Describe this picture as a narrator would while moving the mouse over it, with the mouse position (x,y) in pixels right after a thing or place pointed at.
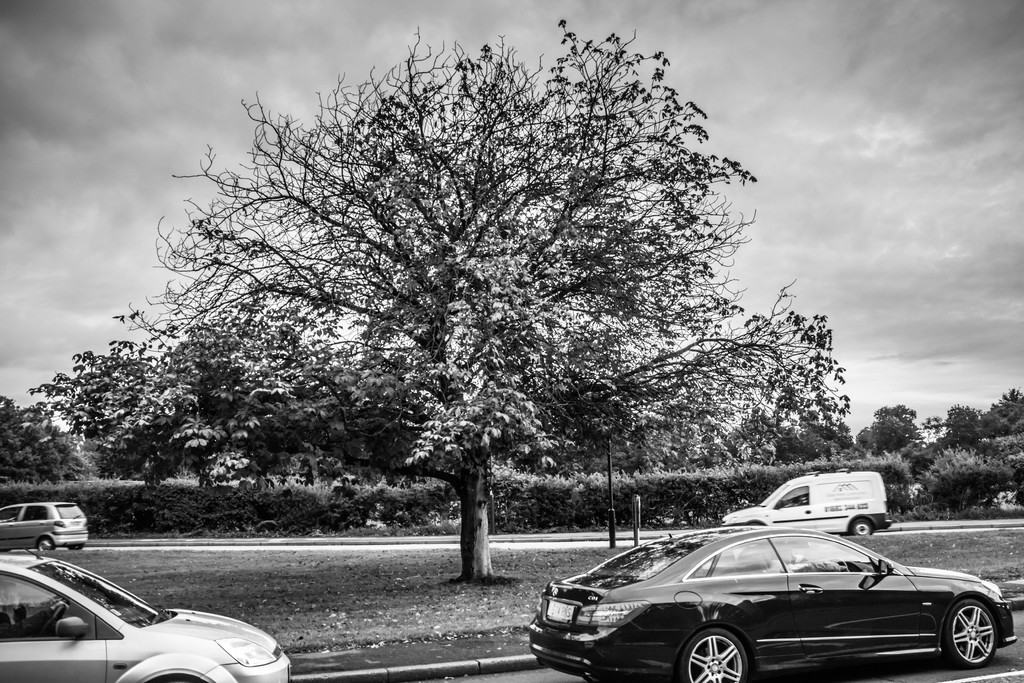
At the bottom of this image (118,623), there are two vehicles (860,566) on a road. In the background (909,485), there are two vehicles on a road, there are trees (243,457), plants (921,471) and grass (1022,533) on the ground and there are clouds (5,69) in the sky (857,424).
